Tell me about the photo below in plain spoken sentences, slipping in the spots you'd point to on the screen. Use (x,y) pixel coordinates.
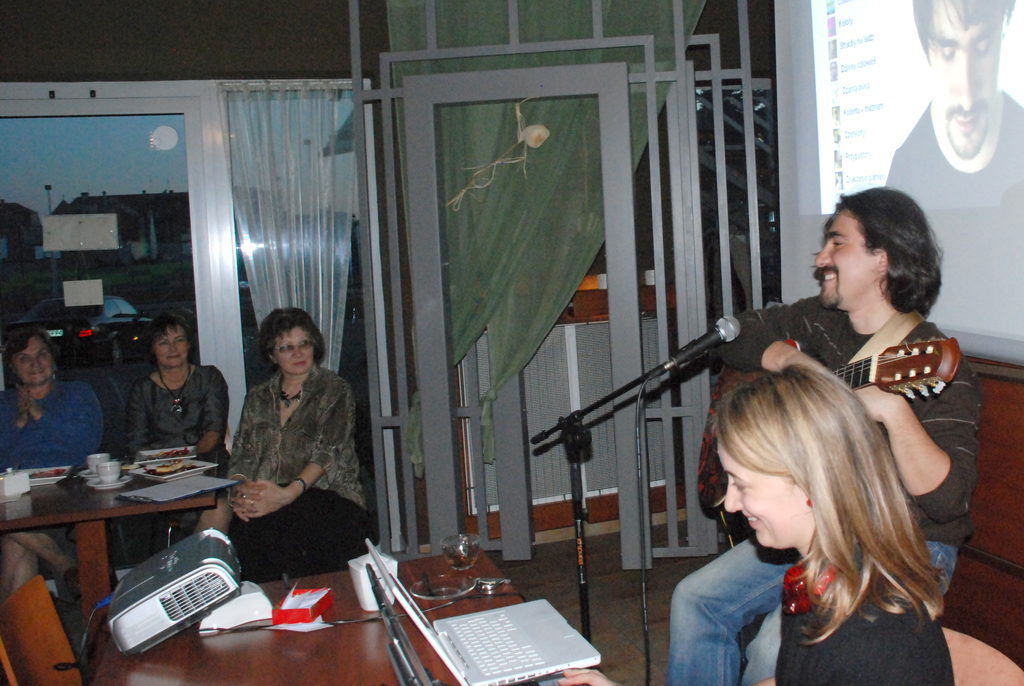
In this image there are people (230,523), tables (342,653), projector (217,539), screen (958,124), curtains (479,215), glass windows (72,272) and objects (612,372). A person (917,443) is playing a guitar (736,387) in-front of the mic (725,326). On the tables (339,604) there is a projector (206,593), cups (91,466), saucers (96,478), papers (172,486), plates (170,451), food (154,471), laptops (470,643) and objects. Through glass window (131,337) I can see buildings (74,210), pole (45,200), vehicle (124,320), sky (99,164) and moon (172,142).
